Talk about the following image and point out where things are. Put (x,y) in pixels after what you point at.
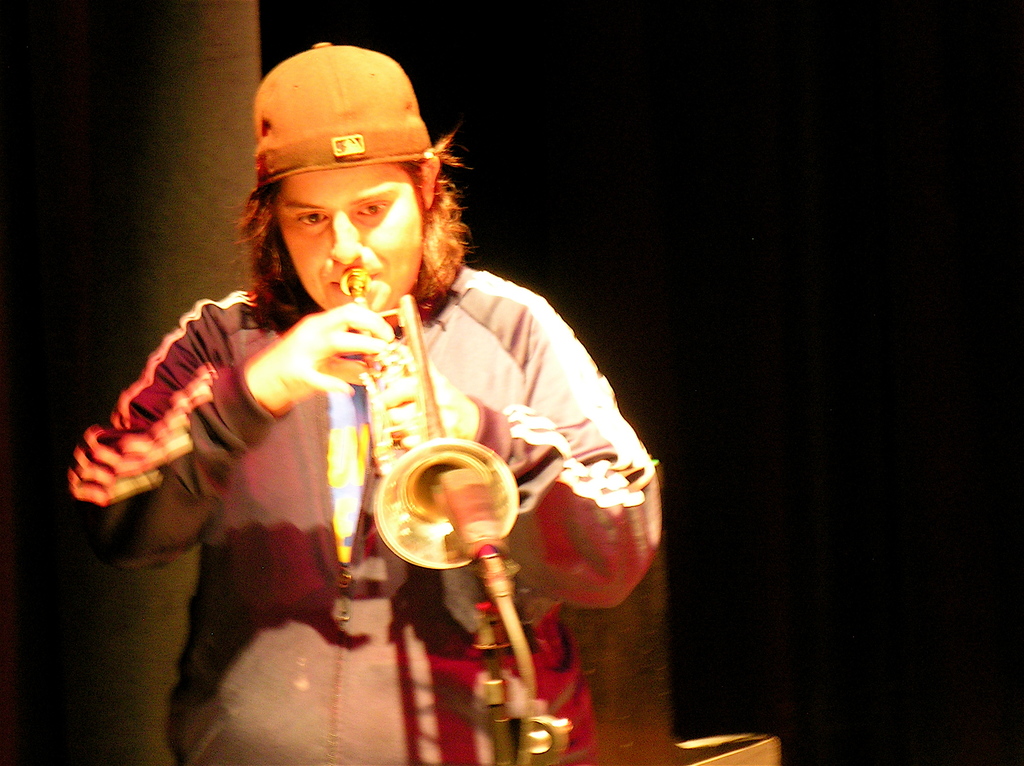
On the left side (277,498), there is a person (327,629) wearing a cap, playing a musical instrument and standing. And the background (605,346) is dark in color.
